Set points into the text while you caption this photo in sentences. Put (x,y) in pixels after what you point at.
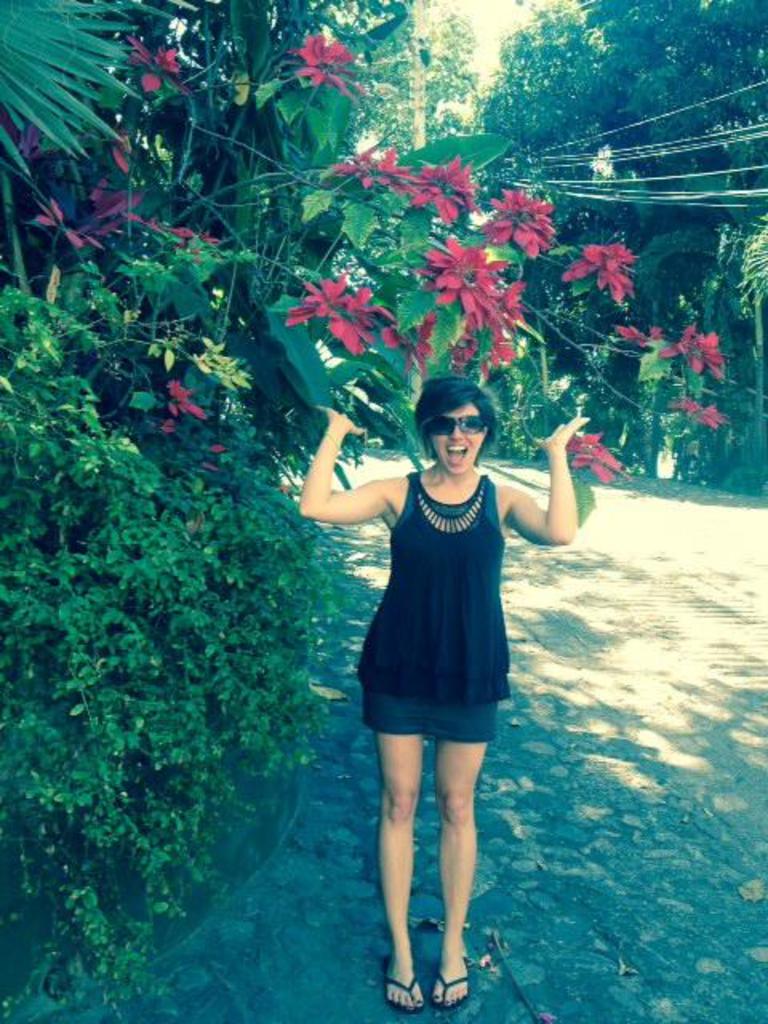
In this image I can see a woman (365,494) is standing in the front (480,684). I can see she is wearing black colour dress (426,570), black shades (442,433) and black slippers (412,984). On the left side (191,565) and in the background of this image (531,88) I can see number of trees (155,367). I can also see a pole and few wires (653,146) in the background (724,95).
